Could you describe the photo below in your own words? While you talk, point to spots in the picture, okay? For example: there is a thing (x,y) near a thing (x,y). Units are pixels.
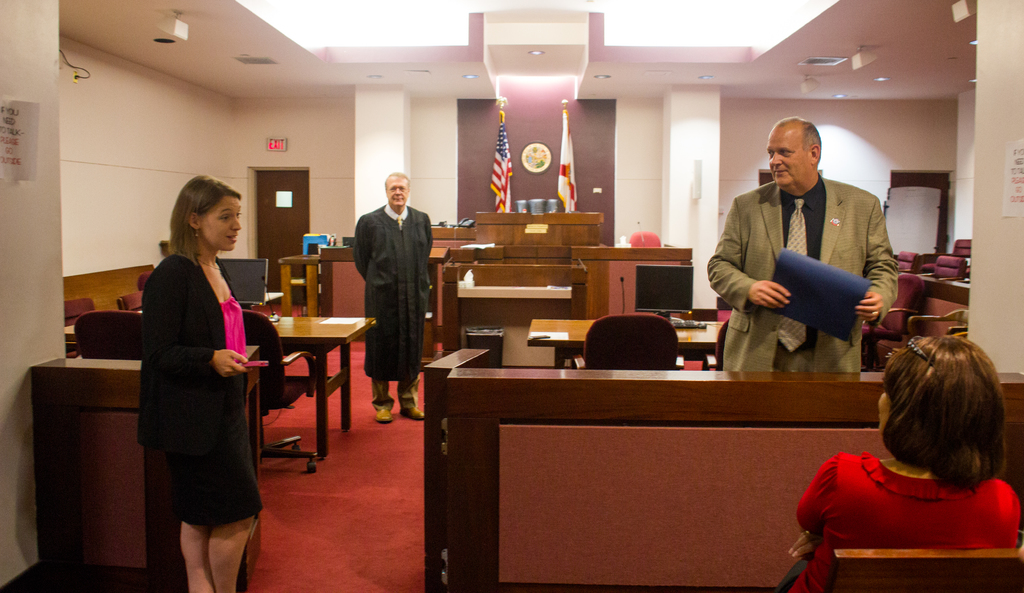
This picture is clicked in a courtroom (764,426). We see four people (196,485) in this room (497,398). The woman (201,349) in black and pink dress (205,386) is talking to the man (739,230) on the opposite side. Woman (859,481) in red t-shirt (859,504) is sitting on the chair (884,556). Man (771,297) in green blazer (760,280) is holding a blue color folder (796,296) in his hand (757,299) and he is smiling. Behind him, we see many chairs (647,323), tables (561,344) and monitor (670,297) placed on the table (581,326) and on background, we see two flags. At the top of the picture (420,73), we see the roof (207,18) of the room (133,50).
